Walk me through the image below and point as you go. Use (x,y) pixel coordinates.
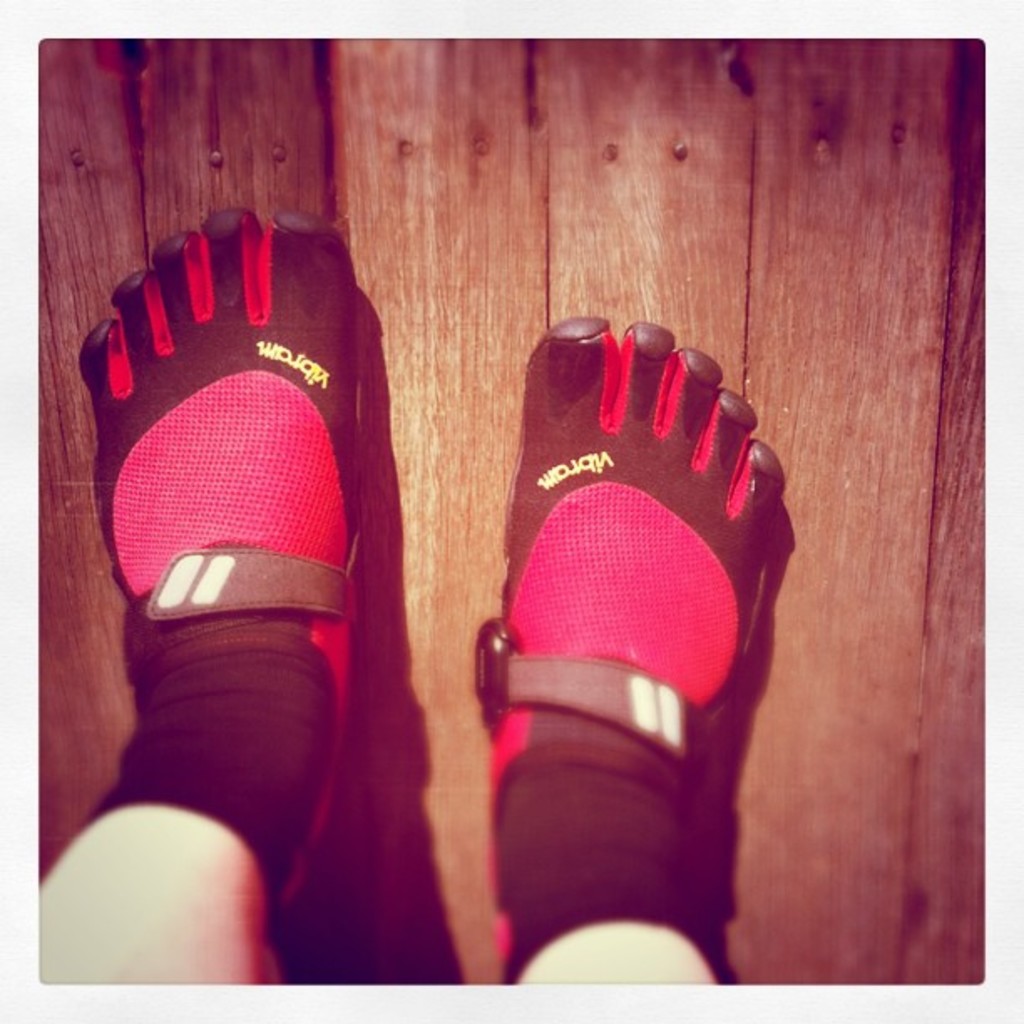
In this image I can see a person's legs (162,702) wearing socks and standing on a wooden surface (729,284).
